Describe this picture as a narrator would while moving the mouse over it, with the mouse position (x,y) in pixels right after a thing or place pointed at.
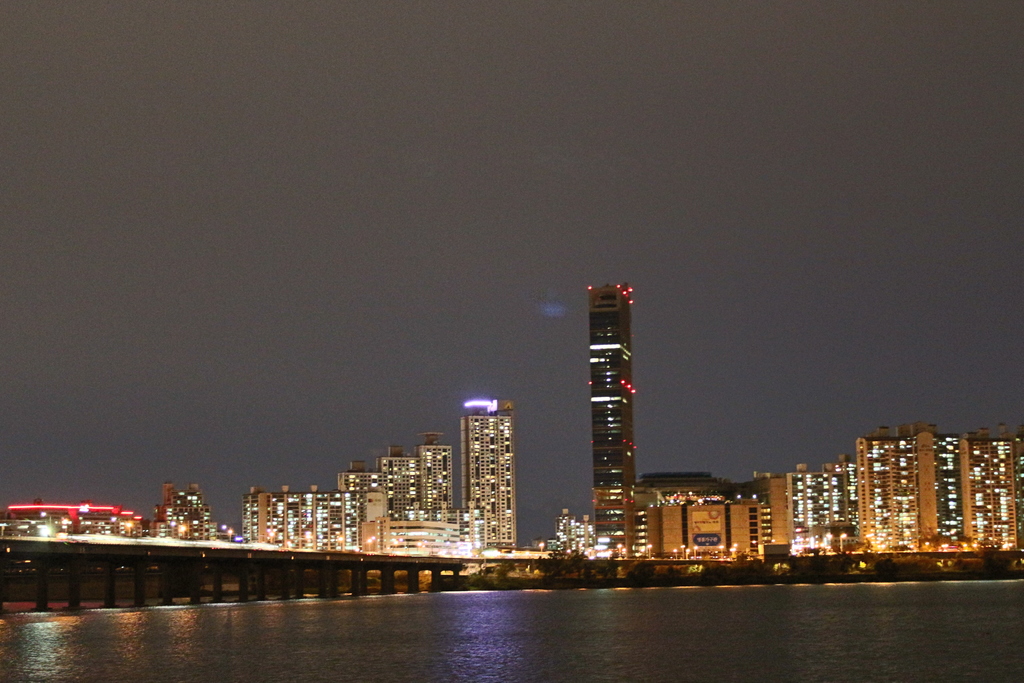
In the background of the image (479,452) there are buildings (632,506) with lights (949,521). There is a bridge (363,556). At the bottom of the image (394,644) there is water (652,643). At the top of the image (490,127) there is sky (440,183).
